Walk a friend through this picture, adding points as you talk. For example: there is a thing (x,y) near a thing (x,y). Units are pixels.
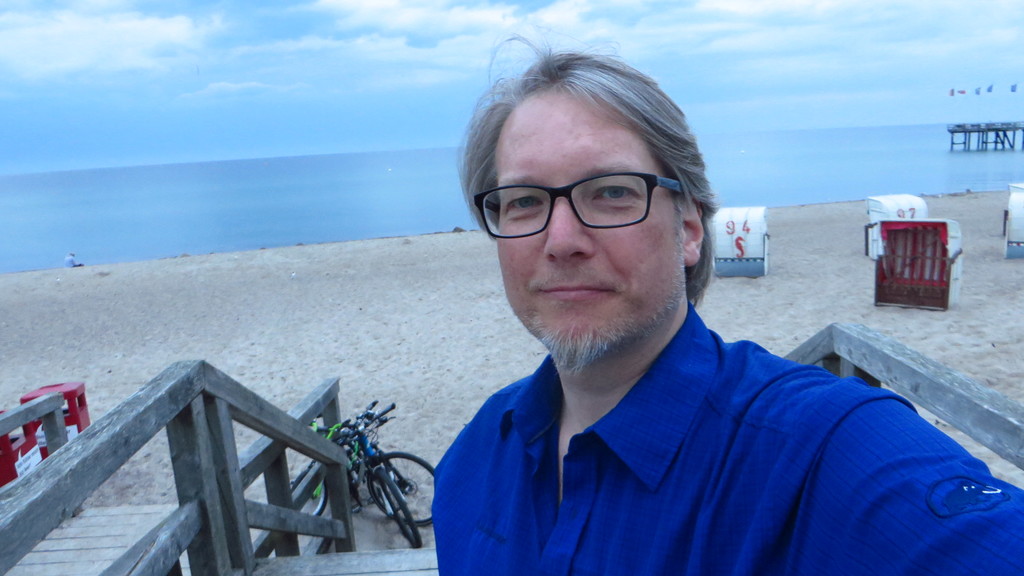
In this image in the foreground (649,284) there is one person (550,366) who is wearing a blue shirt (872,441), and he is wearing spectacles (630,219). And on the right side (951,390) and left side (340,480) there is a wooden railing (341,499), and some cycles (401,455) and stool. And in the background (812,241) there is a beach (775,234) and some objects (945,263), bridge (952,142), flags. At the top (689,68) there is sky (673,66).
